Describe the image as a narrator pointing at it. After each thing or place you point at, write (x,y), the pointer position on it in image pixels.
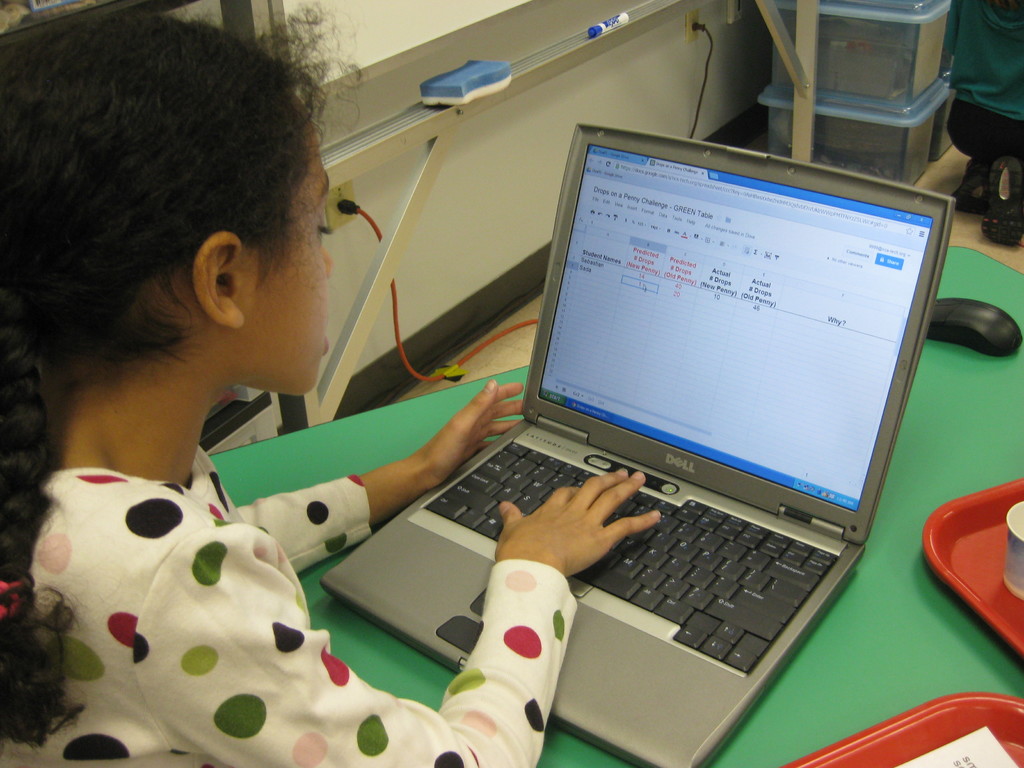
In this image there is a table (894,639). There are plates (937,711), a laptop (867,453) and a mouse (974,310) on the table (956,488). To the left (93,642) there is a girl (76,437) working on the laptop (499,498). At the top (468,188) there is a wall (464,140). There is a duster (477,75) on the board (426,107). Near to it there is a marker (611,27). In the top right (865,35) there are boxes (882,90) on the floor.
